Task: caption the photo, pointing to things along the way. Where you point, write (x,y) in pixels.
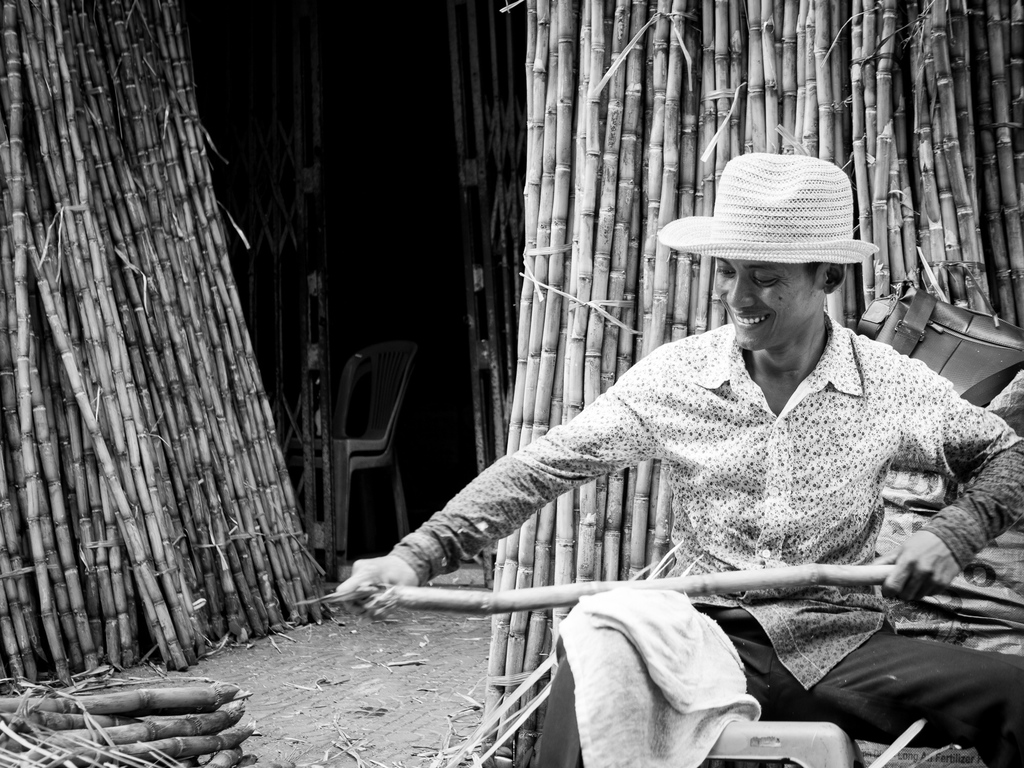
This is a black and white picture. In the foreground (737,727) there is a person (786,396) sitting on a chair (724,737) and holding a knife (346,599) and bamboo stick (792,586). In the background (569,128) there are sticks (200,210) and a chair (379,440). At the bottom (396,694) there are leaves (409,664) and soil (377,687).
